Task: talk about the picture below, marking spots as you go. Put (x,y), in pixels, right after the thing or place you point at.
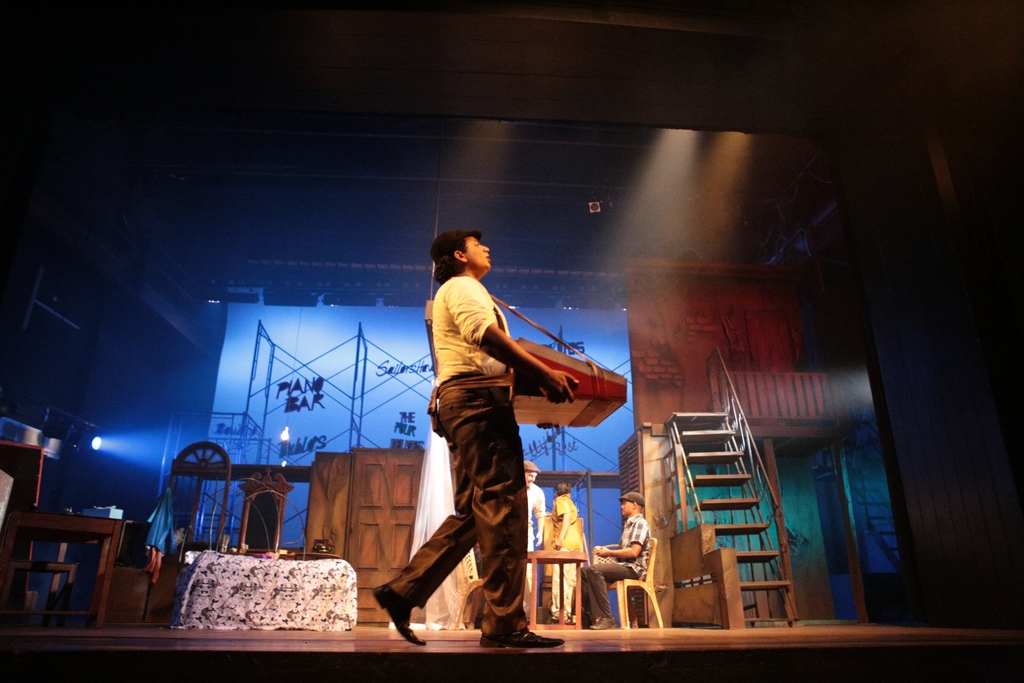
In the image there is a man (477,236) carrying a box (555,366) and behind there are few persons (629,568) standing and sitting around table (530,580) with doors (360,466), tables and dressing table (276,526) on the left side (17,622) on a stage (953,644), on the back (328,344) there is a screen (322,344) with lights (694,161) over the ceiling (641,149).
